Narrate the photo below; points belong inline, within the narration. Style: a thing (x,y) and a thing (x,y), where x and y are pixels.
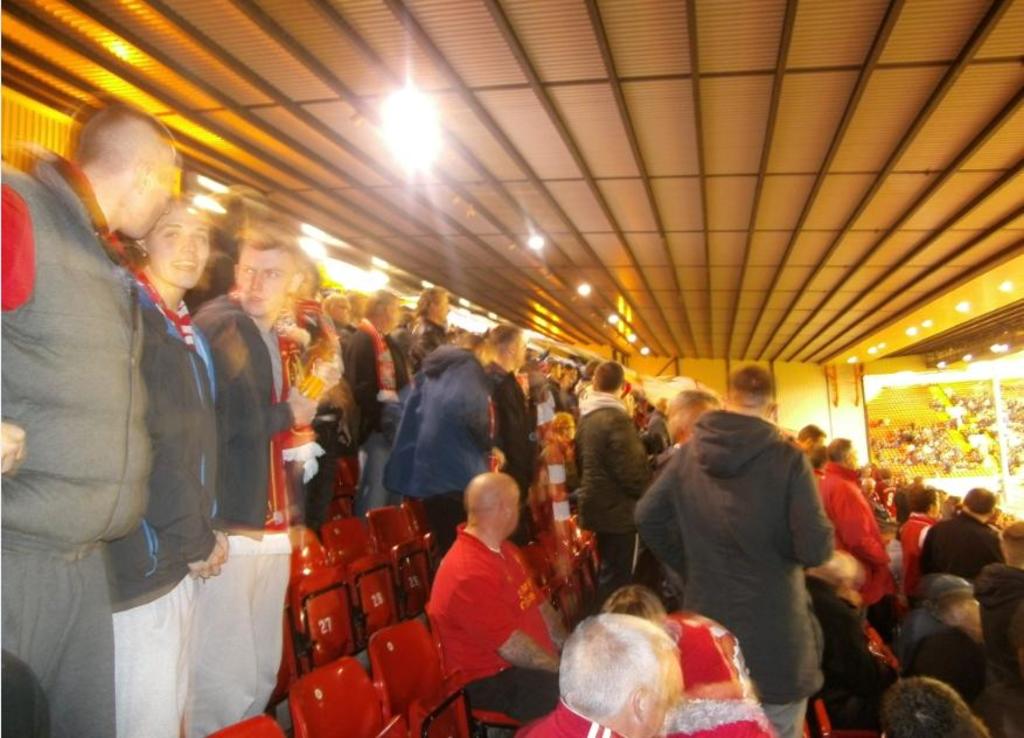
In the image there are few people (304,368) standing and the other few people (483,625) are sitting on the chairs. At the top of the image (331,81) there is a ceiling (264,72) with lights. And there is a blur background (1008,394).
